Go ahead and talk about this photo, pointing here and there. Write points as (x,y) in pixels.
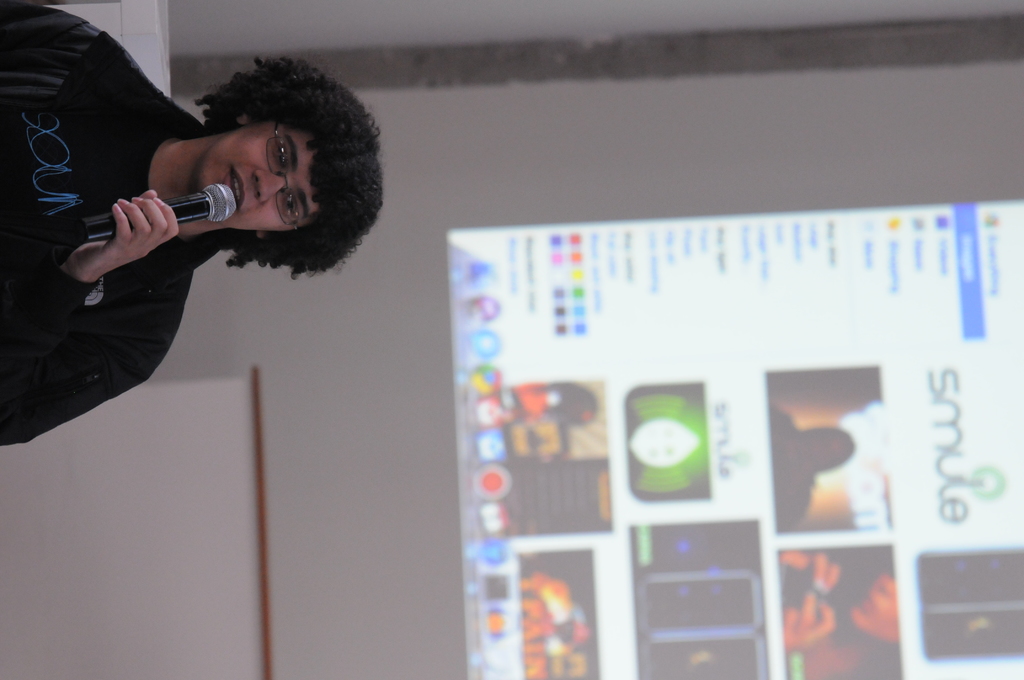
In this image there is a person (83,181) standing and talking and he is holding microphone (223,202). At the back (898,363) there is a screen (614,411).
